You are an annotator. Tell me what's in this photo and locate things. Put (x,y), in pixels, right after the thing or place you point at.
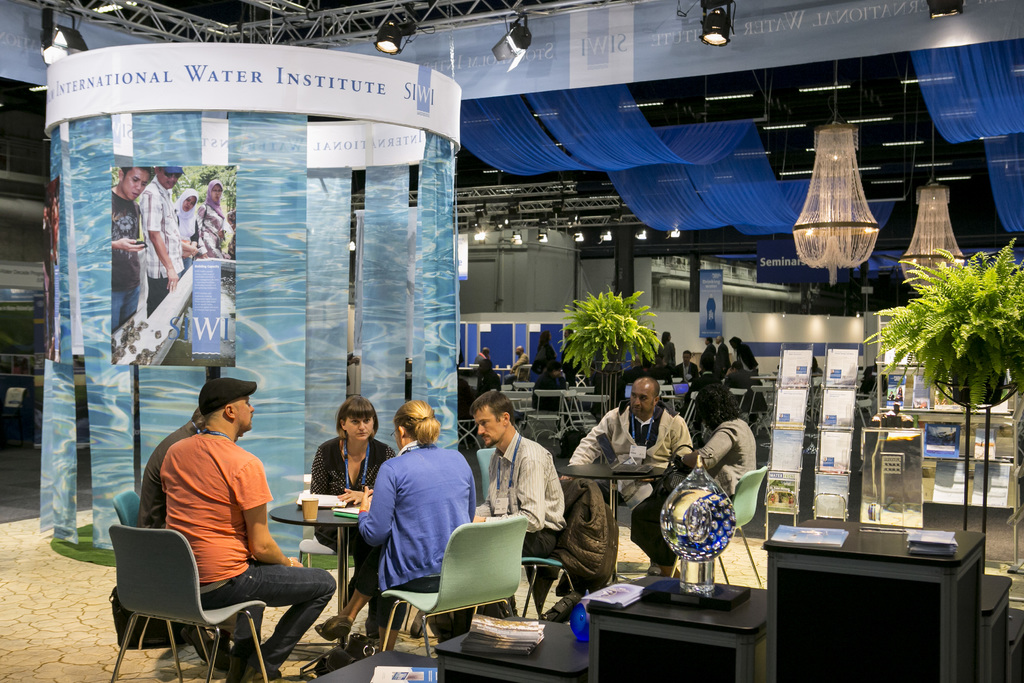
There are some people (234,519) sitting in the chairs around the tables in this picture. There are some things (698,544) placed on the table (611,619) here. In the background (586,353) there are some plants (598,332), chandelier (831,205) and a wall (787,339) here.
